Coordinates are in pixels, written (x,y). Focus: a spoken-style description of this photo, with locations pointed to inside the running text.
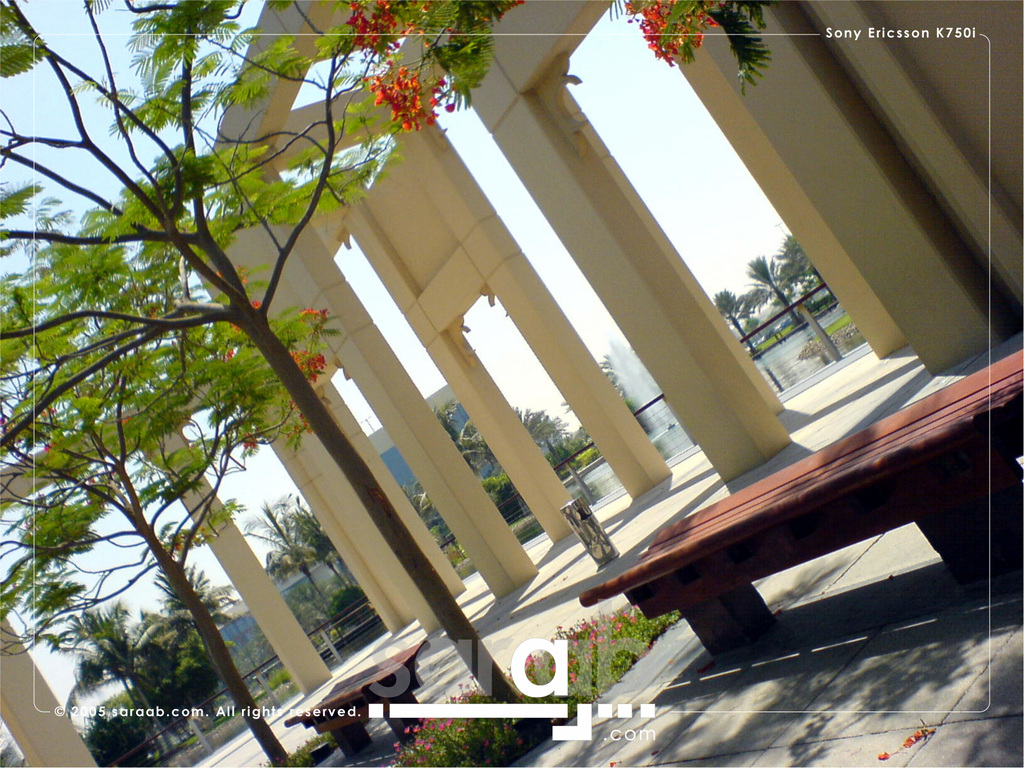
In this picture we can see trees (500,685), plants (426,749), flowers (376,16), benches (718,547) and text (537,689). In the background of the image (34,723) we can see pillars (806,198), fence (802,300), water fountain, trees (295,567), plants (123,724), building (314,567) and sky (674,194).
